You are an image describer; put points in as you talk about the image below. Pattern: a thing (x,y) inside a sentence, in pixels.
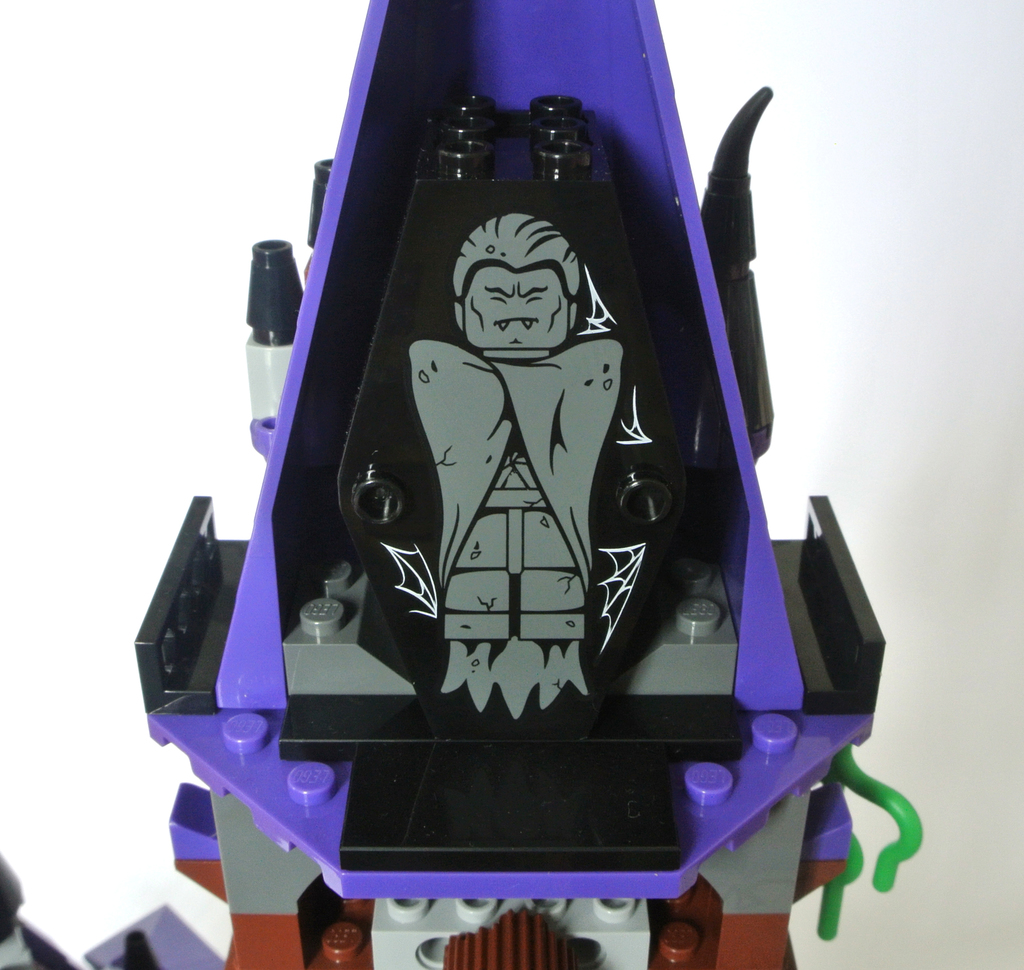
In this image we can see an object (762,414), which looks like a lego toy (549,402) and the background (820,91) is white.
